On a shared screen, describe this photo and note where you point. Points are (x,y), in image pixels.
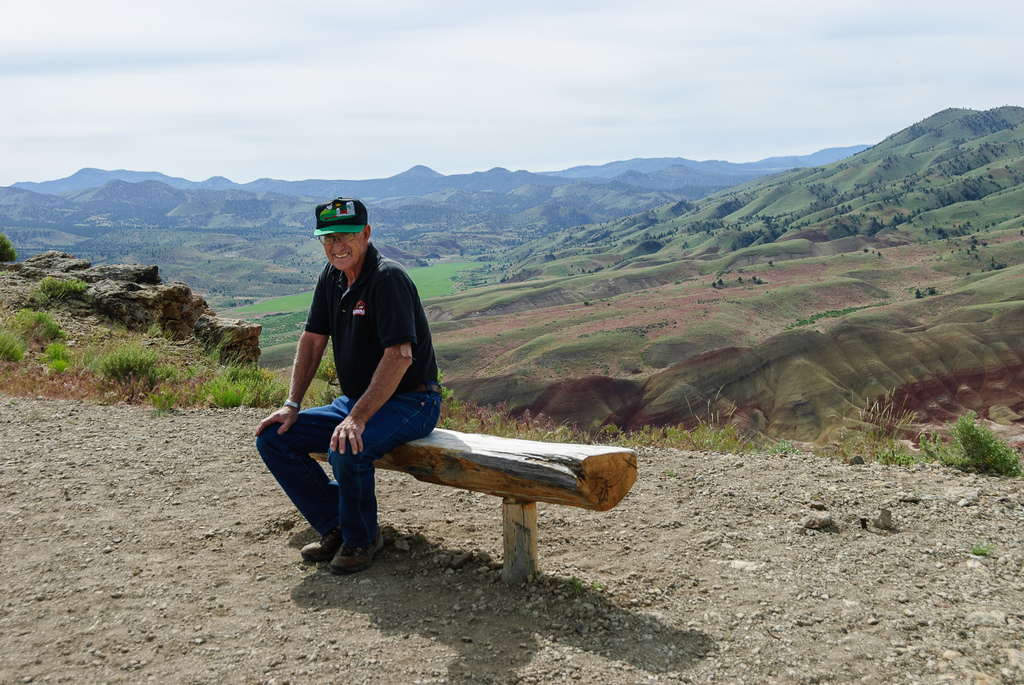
This image is clicked in a hilly area (590,253) where in the middle (497,243) we can see many hills (704,229) and in the top (427,113) there is a Sky (603,92). There is a bench (621,459) in the middle (417,372) on which a person (398,295) is sitting that person (365,348) is wearing black t-shirt (420,335) and blue jeans (365,436) with shoes (353,552) and cap (334,224). He is also wearing specs (328,238) and watch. There is a Grass (201,391) on the left side (125,387) corner.
